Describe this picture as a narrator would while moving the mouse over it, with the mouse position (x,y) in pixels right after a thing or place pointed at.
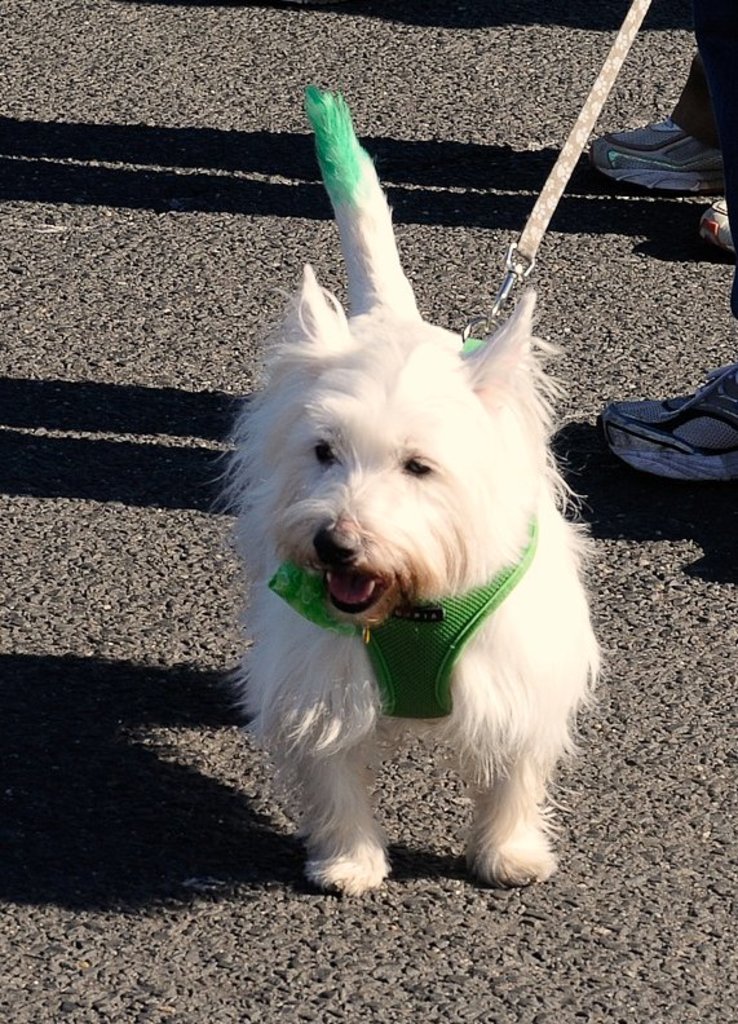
In this picture we can see a dog (327,822) and some persons legs (654,440) on the road (448,305), belt (521,243), shadows (106,869).
